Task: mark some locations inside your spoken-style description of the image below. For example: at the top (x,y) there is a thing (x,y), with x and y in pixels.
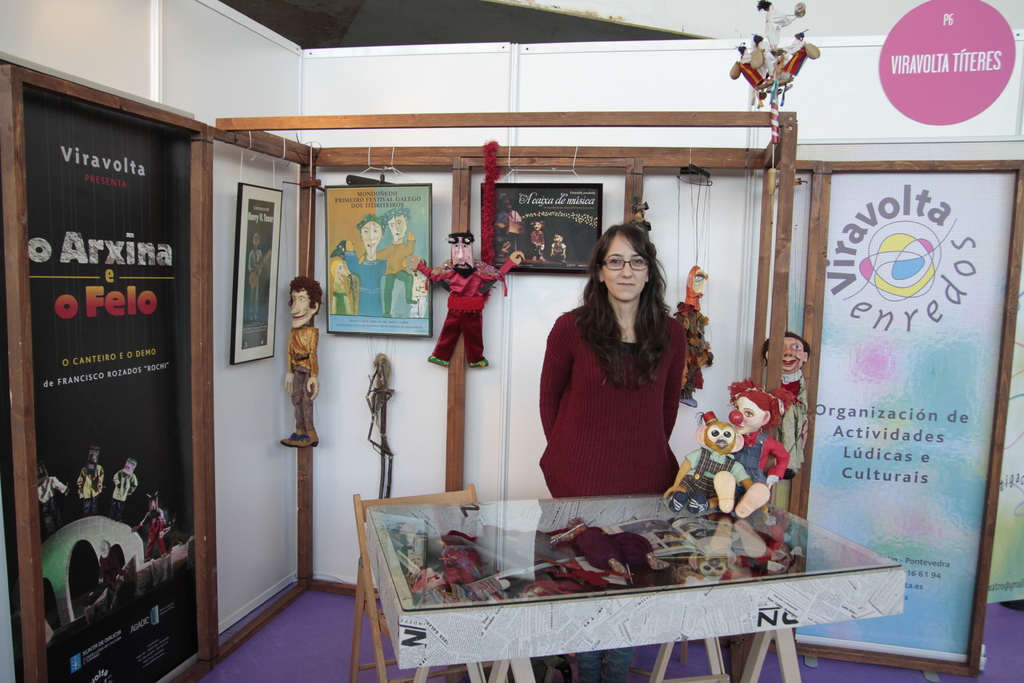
In the image we can see there is a woman (666,482) standing and there are toys (797,340) on the table (807,541) and on the wall (285,472). Behind there are banners (834,393).
